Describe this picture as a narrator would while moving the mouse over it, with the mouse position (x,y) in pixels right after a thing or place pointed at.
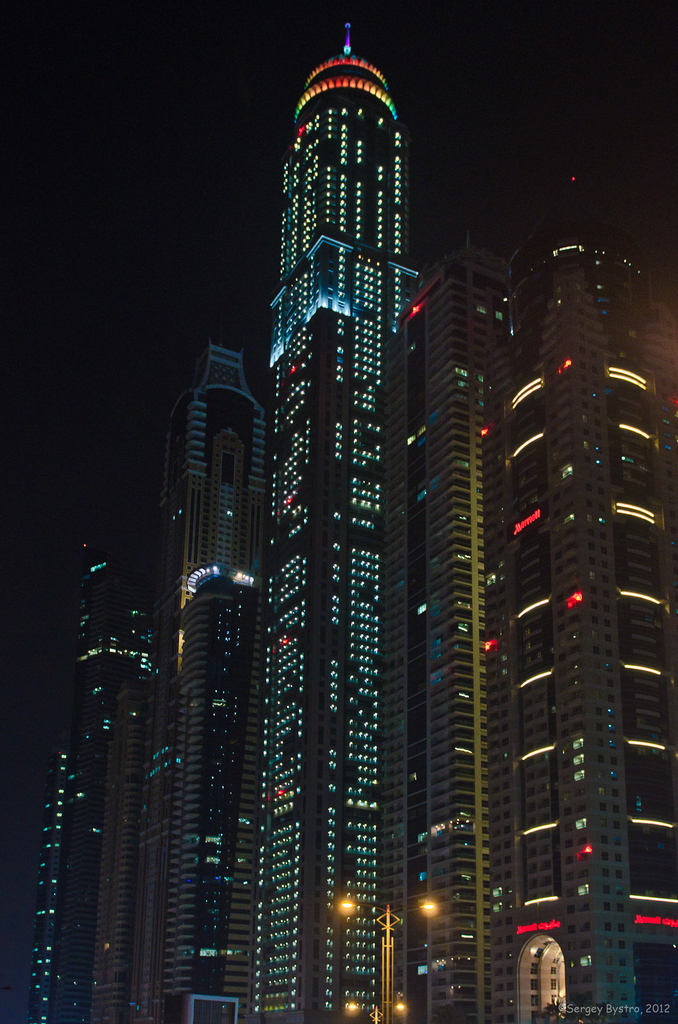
As we can see in the image there are few building (353,649), in the front (419,907) there is a street lamp (430,909). On top (126,146) there is a sky (114,171).
